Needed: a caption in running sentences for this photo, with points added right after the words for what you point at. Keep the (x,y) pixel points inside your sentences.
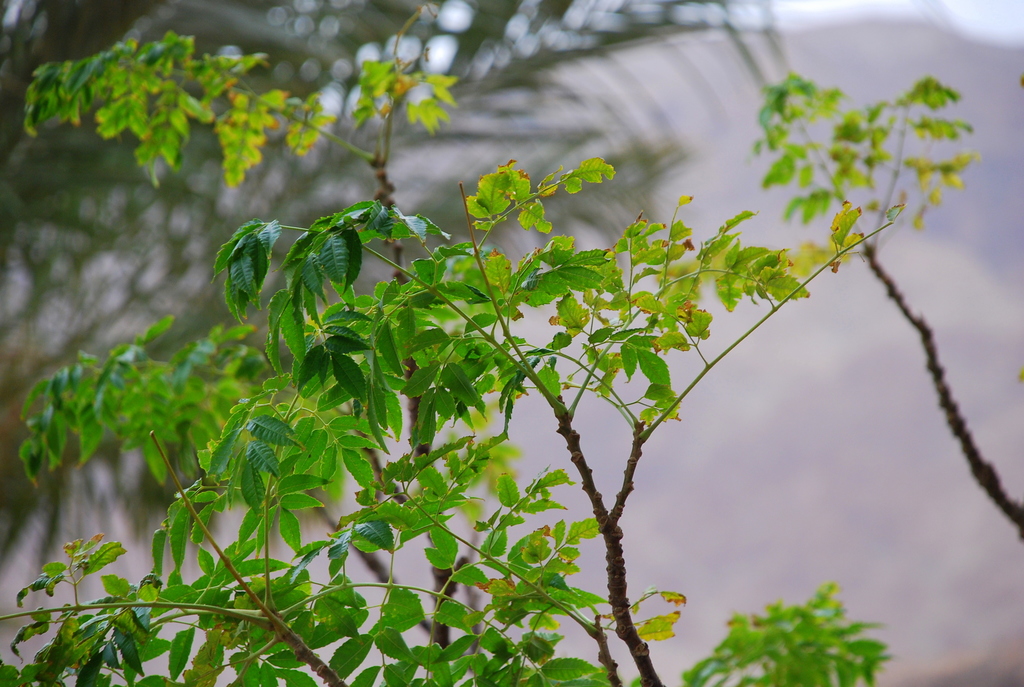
In this image we can see the branches (604,636) of a plant (550,498). Here we can see the green leaves (303,471). In the background (145,6), we can see a tree (111,6) on the left side (225,227).
